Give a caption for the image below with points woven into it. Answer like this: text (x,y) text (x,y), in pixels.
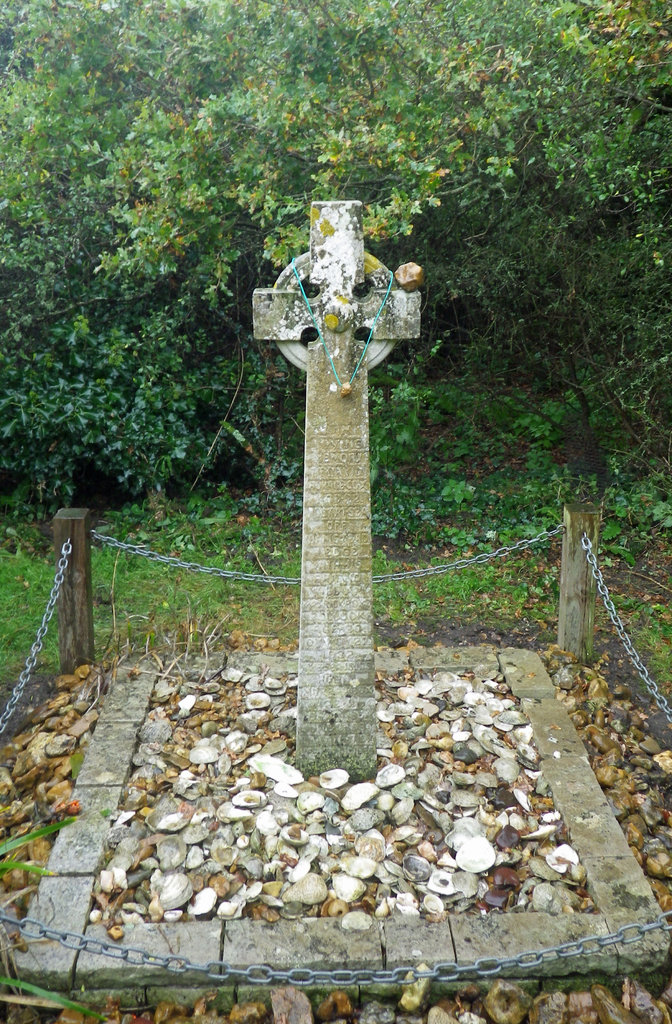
In this picture I can see a memorial stone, there are shells (413,836) and pebbles (504,789), there are chains (371,579), and in the background (402,588) there are plants (301,447) and trees (374,226).
